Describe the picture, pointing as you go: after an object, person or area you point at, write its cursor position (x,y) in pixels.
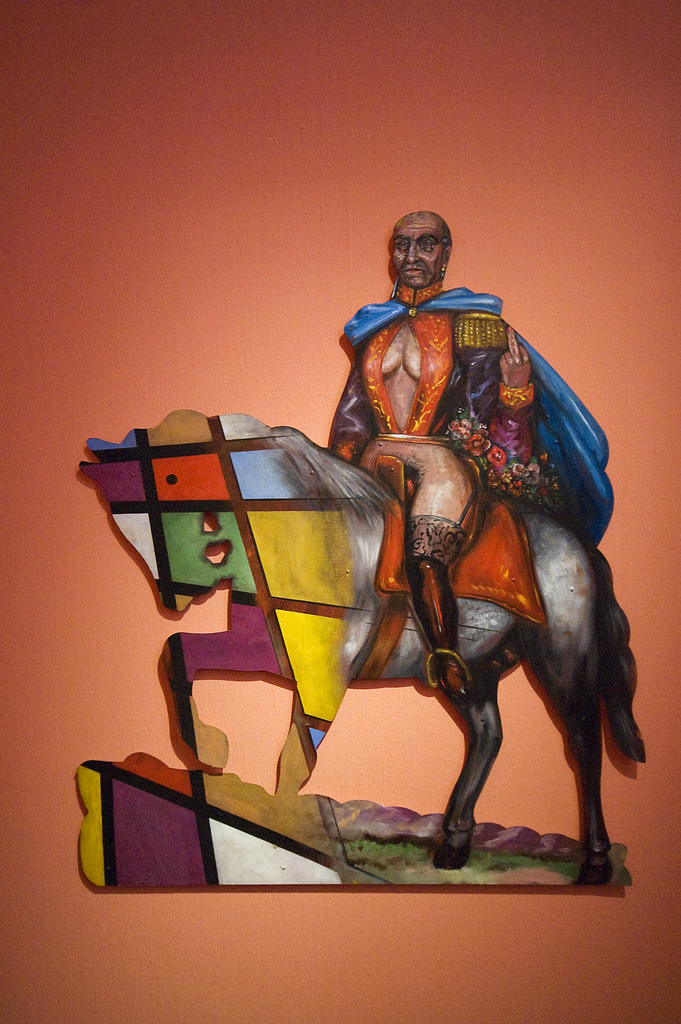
In this picture we can see a board (381,333) of a person (389,418) sitting on a horse (183,529) and this board (473,592) is on the surface (158,613).
